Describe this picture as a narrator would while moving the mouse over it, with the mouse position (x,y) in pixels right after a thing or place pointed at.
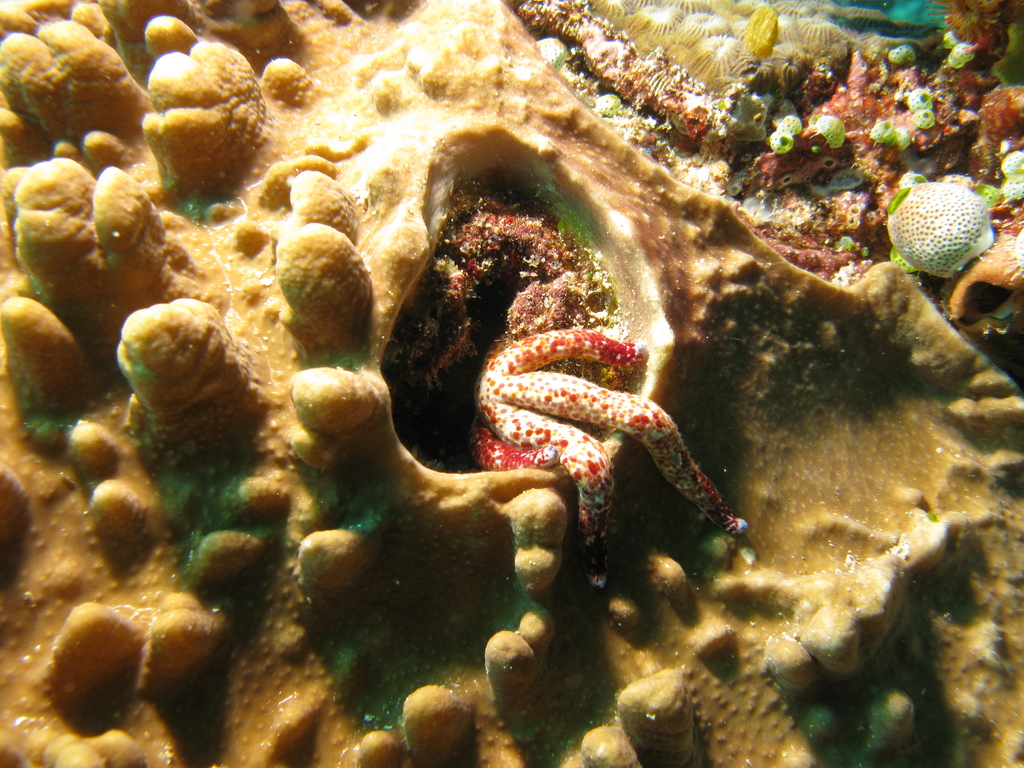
In this picture we can see water animal (598,574) and corals (543,560).
